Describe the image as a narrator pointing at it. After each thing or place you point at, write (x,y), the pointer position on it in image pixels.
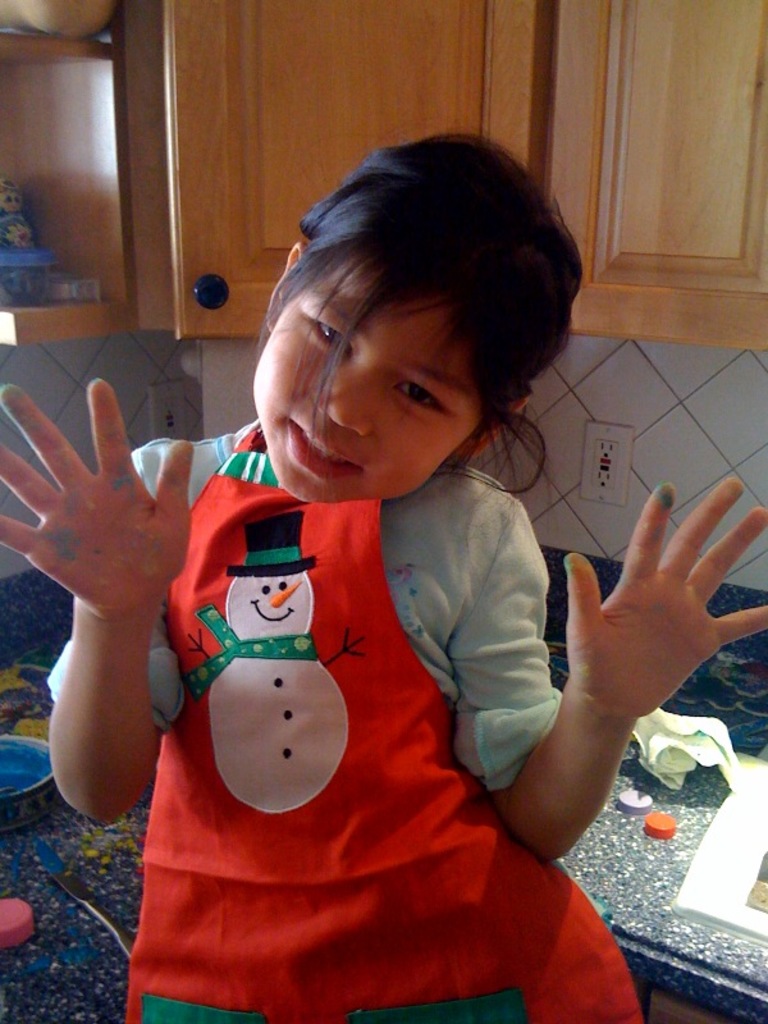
In this image we can see a girl (357,757) wearing an apron (357,757) is standing on the ground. In the background (30,909), we can see some caps (20,914), a bowl (13,804) placed on the countertop (678,874), group of cupboards (159,146) and some containers (26,267) placed on racks (95,251) and switch boards (609,455) on the wall (173,376).
